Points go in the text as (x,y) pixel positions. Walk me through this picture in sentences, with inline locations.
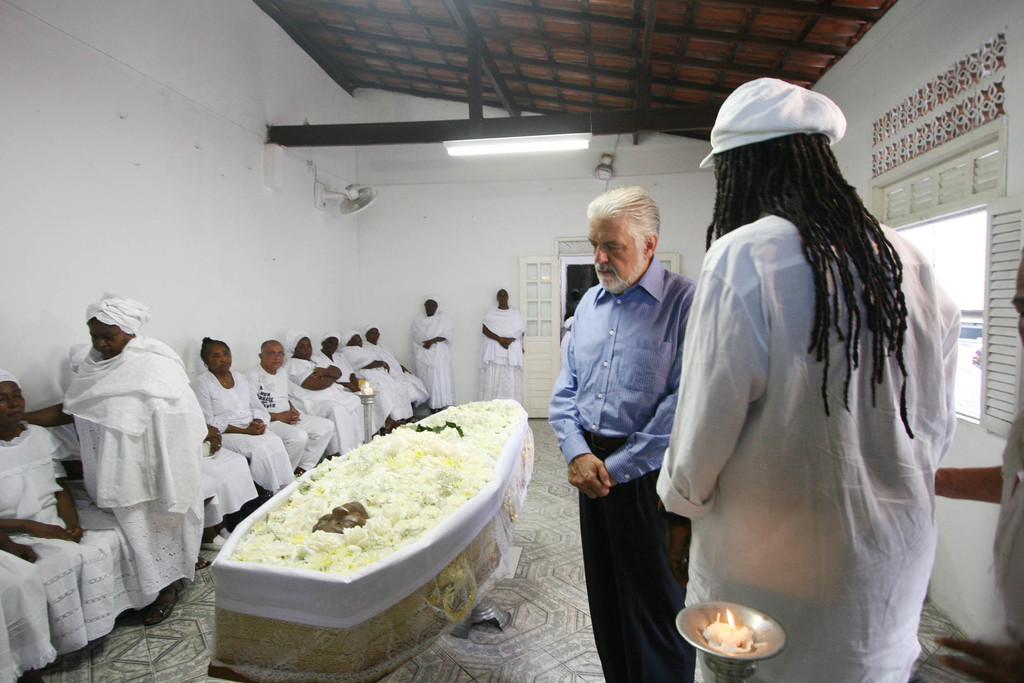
In the center of the image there is a dead body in the box (453,537). To the left side of the image (80,390) there are people (55,431) wearing white color dress (147,371). In the background of the image (435,245) there is a wall (526,253). there is a door (531,284). To the right side of the image (704,263) there are persons (774,478) standing. There is a candle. To the right side of the image (991,170) there is a window (947,193). At the top of the image (576,27) there is a ceiling (524,43).
